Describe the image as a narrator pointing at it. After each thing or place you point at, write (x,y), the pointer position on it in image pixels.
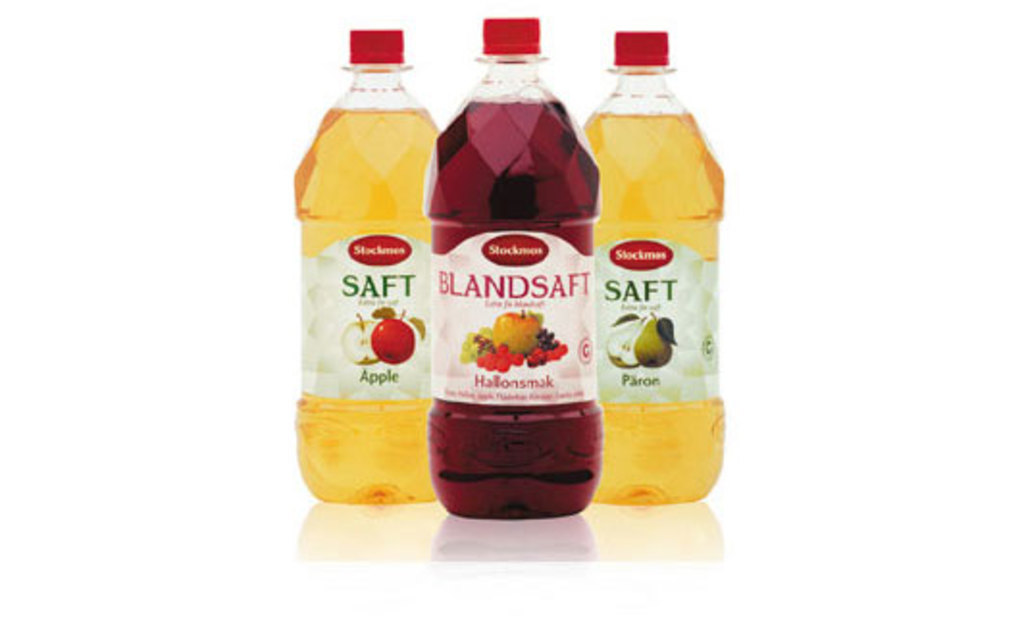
This picture describes about three bottles (463,249).
